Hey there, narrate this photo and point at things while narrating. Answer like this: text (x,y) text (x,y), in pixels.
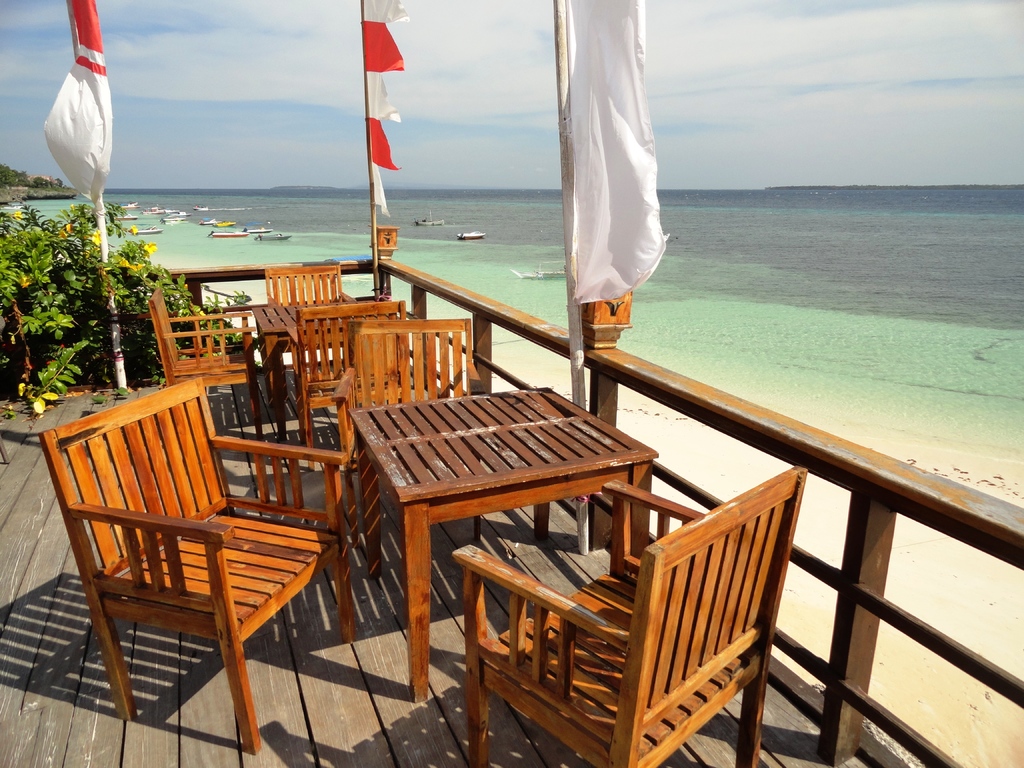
In this picture, we can see a few tables (395,480), chairs (282,549), wooden floor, plants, flag (72,163), ground (989,619), water (664,216), boats (460,235), hill (24,182) and the sky (927,172) with clouds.
